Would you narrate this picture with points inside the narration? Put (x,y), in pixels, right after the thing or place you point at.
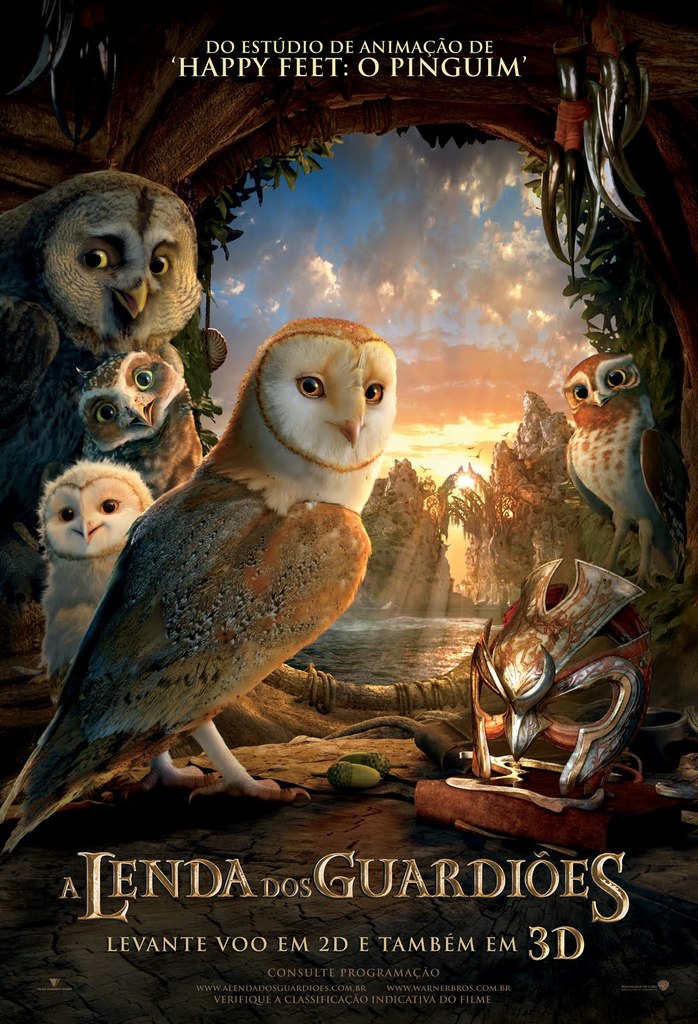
In this image there is a poster (259,594) having few owls (278,607) standing on the land (345,819). Behind there is water (422,626) and few trees (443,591). Top of image (449,259) there is sky (417,276) with some clouds (458,301). There is a mask (508,629) on the land (510,843).
